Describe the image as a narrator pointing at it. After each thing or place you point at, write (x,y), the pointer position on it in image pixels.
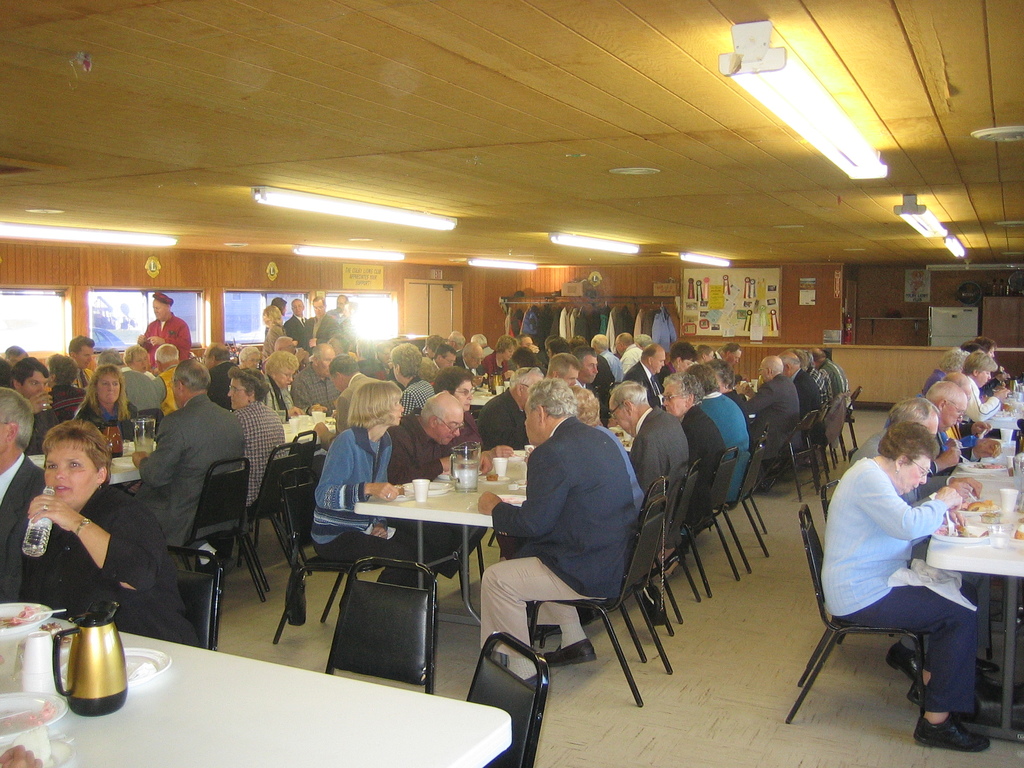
In this picture, There are some tables (6,663) which are in white color on that table (269,692) there are some glasses (419,493), bottles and plates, There are some people (802,393) sitting on the chairs (677,501) around the tables (470,501), In the top (391,117) there is a yellow color roof (412,100) and there are some lights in white color.
